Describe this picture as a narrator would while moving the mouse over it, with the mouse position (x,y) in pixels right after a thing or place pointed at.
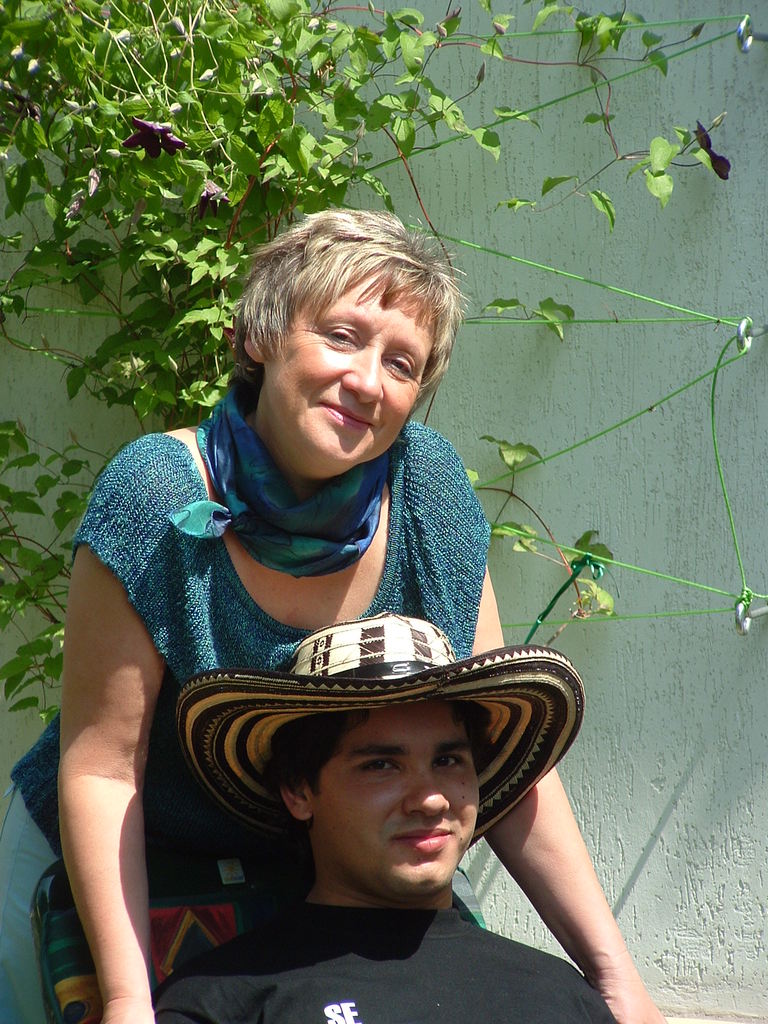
In the picture I can see a person (343,979) wearing black T-shirt (475,979) is sitting in chair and there is a woman (279,466) standing behind him and there is a plant (204,65) and a wall (342,1) in the background (394,126).
